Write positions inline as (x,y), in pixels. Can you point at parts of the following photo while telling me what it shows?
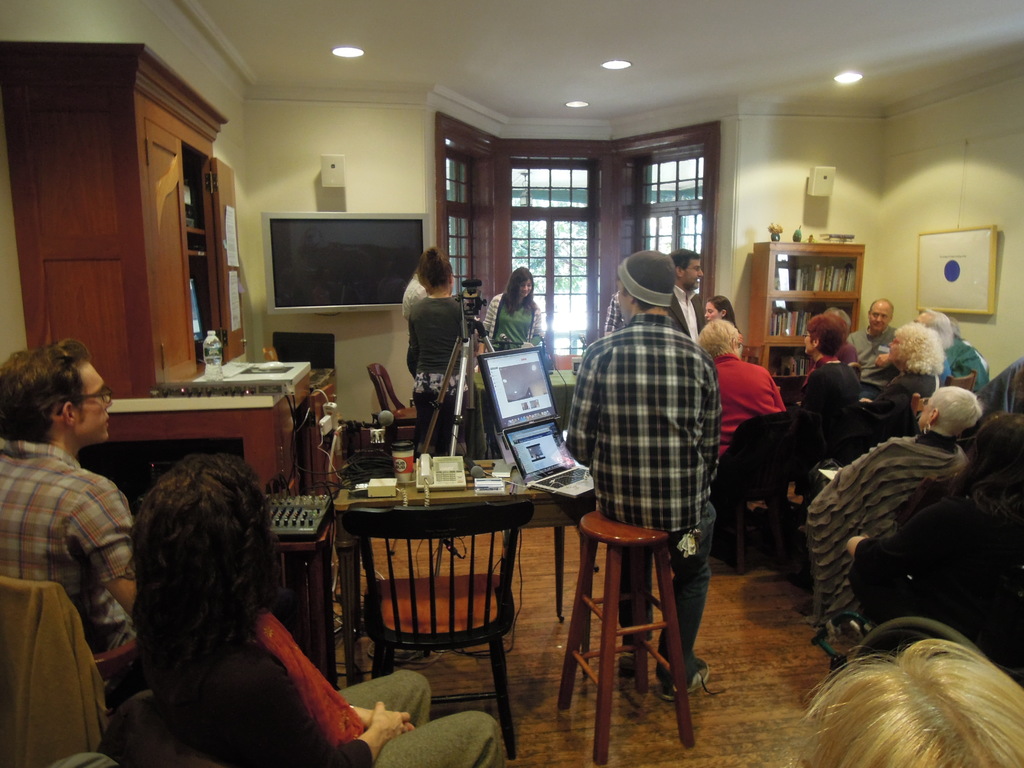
This is an image clicked inside the room (428,581). Here I can see few people (256,700) are sitting on the chairs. In the middle of the room (575,553) there is a person (645,466) standing beside the stool (617,541) and looking into the laptop (536,442). In the background (556,208) there is a window (559,241). Just beside the window (556,296) few people (416,334) are standing. On the left side of the image (139,263) there is a cupboard (148,298). Beside that cupboard (139,258) there is a television (316,275) attached to the wall (285,189).
